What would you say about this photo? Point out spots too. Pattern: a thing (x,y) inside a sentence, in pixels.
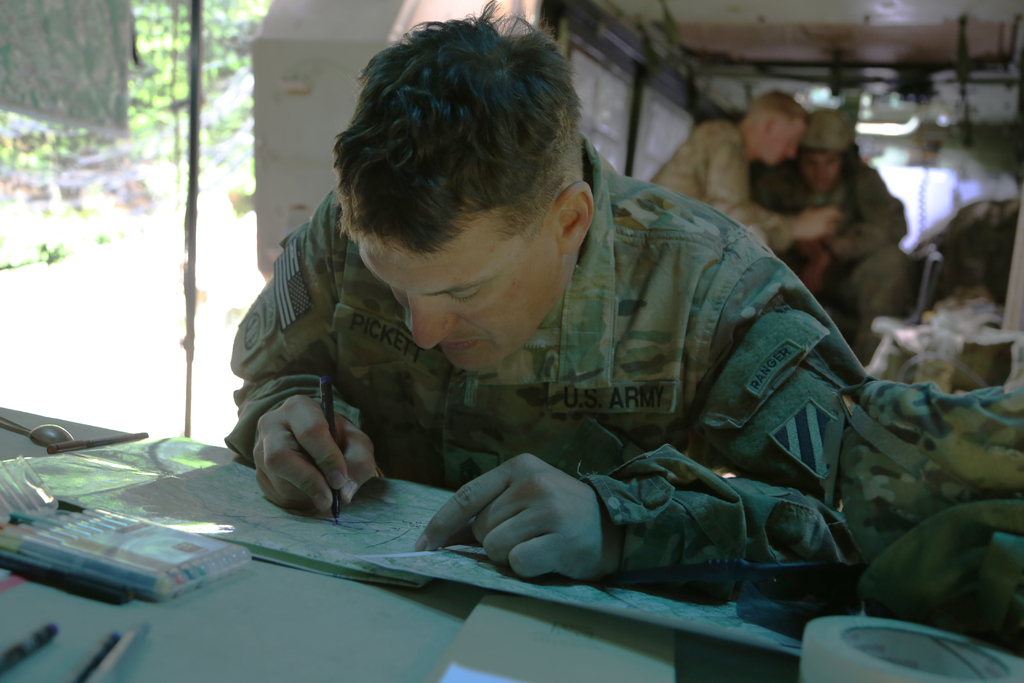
In this image there is a table (252,582), on that table (247,594) there are pens (100,552), in front of the table (274,592) a man (364,480) sitting and writing on a paper (400,566), behind that man (306,450) there is a van (995,36), in that van (285,132) there are two persons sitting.
